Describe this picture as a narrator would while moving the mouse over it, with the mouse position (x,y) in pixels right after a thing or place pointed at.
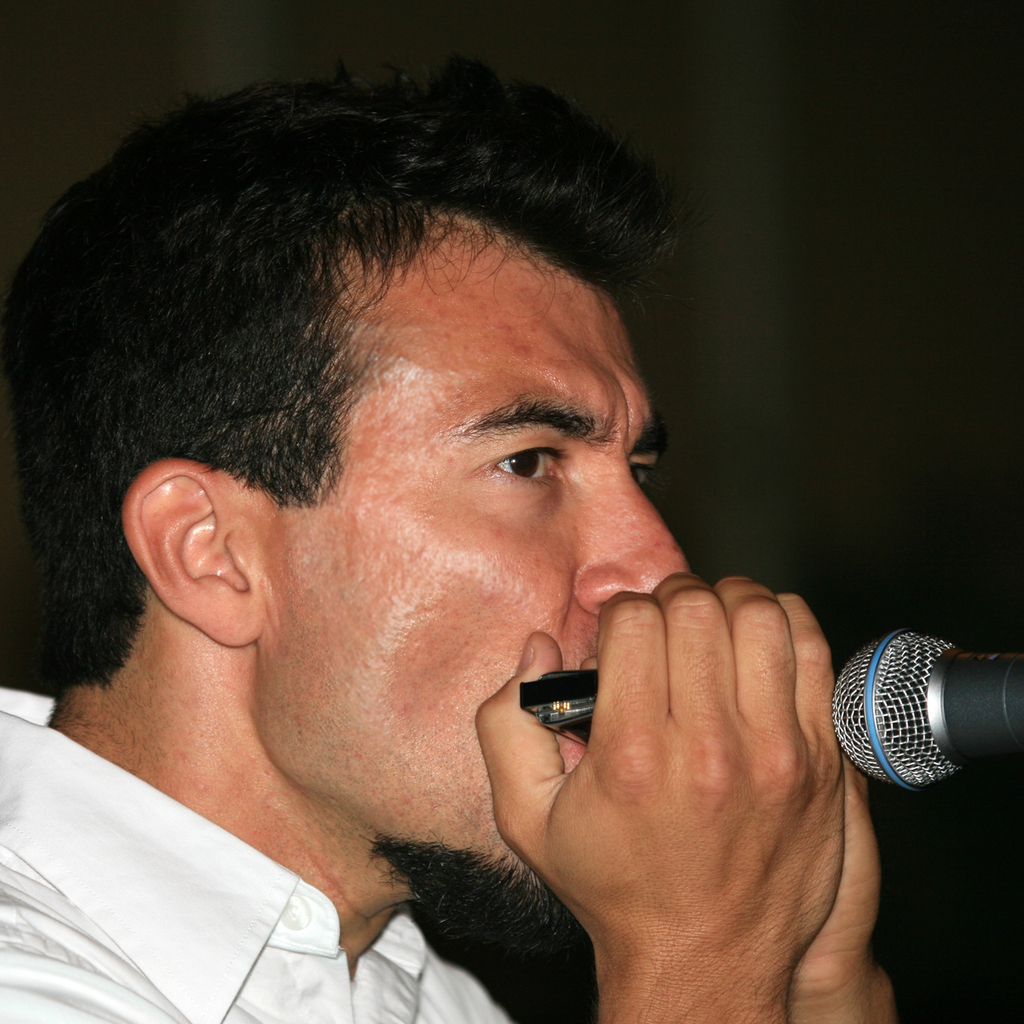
In this image, we can see a man (54,760) wearing a white color shirt (25,818) and holding a musical instrument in his hand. On the right side (893,671), we can also see microphone (853,722). In the background (244,66), we can see black color.
